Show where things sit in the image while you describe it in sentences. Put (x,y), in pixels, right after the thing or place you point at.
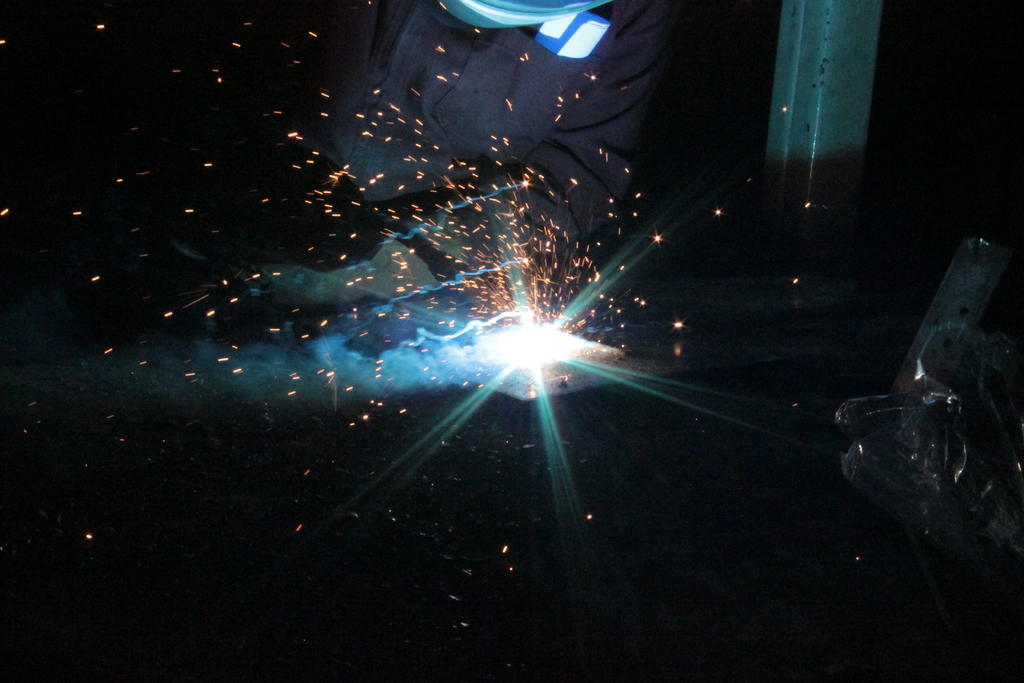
In this image we can see a person (613,152) doing welding. On the right (847,44) there is a pole (828,9) and we can see an object (891,430).
